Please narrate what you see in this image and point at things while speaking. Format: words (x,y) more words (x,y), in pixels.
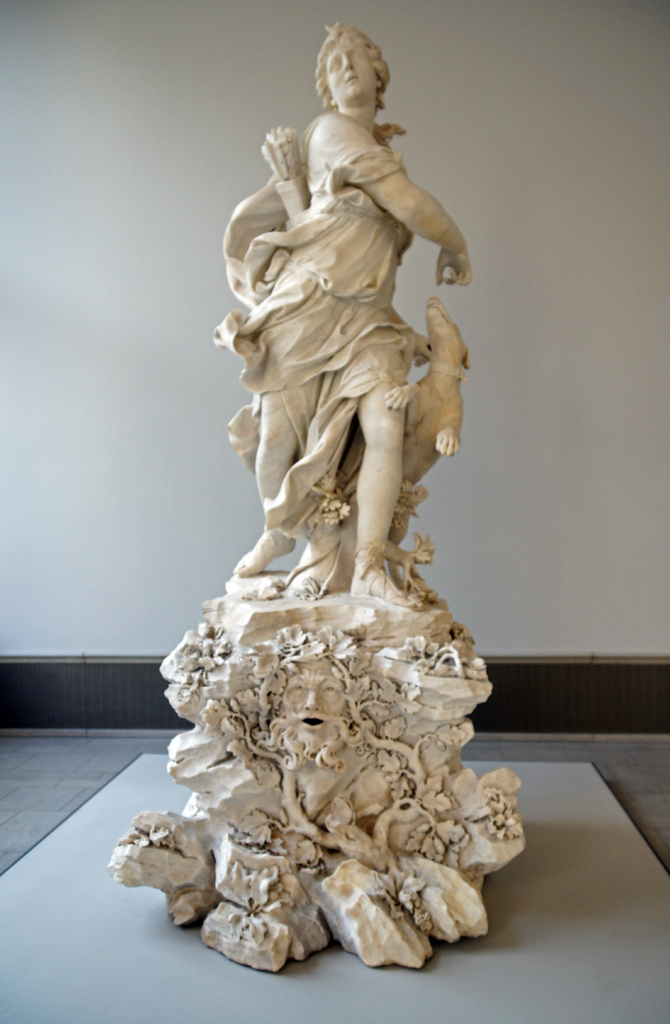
In this image I can see the statue (268,354) of the person (321,410) and an animal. In the background (239,463) I can see the white wall (171,646).
